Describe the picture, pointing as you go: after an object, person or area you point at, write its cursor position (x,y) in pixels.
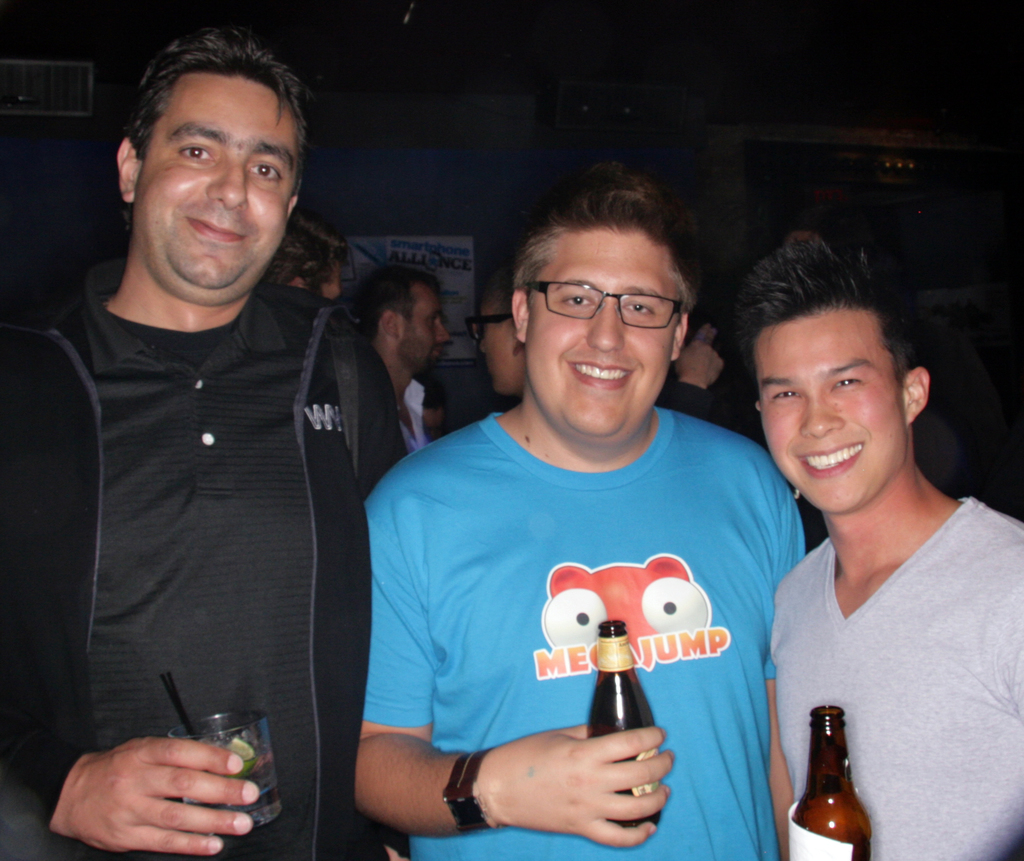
This picture shows three men (654,230) standing and we see bottles (837,730) in their hands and a man (191,775) holding a glass (189,792) in his hand (174,818).
